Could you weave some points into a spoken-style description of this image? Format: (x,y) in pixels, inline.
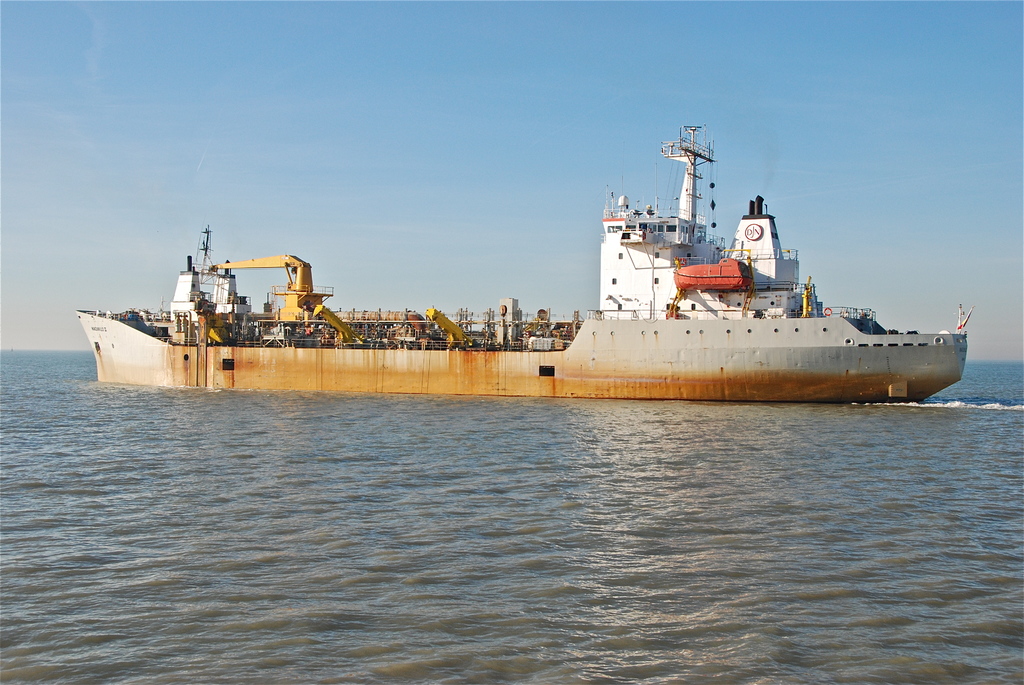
In this picture we can see a ship (639,254) on the water (428,558). On the ship (581,334) we can see fencing (524,340), poles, towers (691,238), rope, crane (289,287), flag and other objects (675,265). On the top (417,47) we can see sky (456,39) and clouds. On the bottom (641,482) we can see ocean (935,506).
